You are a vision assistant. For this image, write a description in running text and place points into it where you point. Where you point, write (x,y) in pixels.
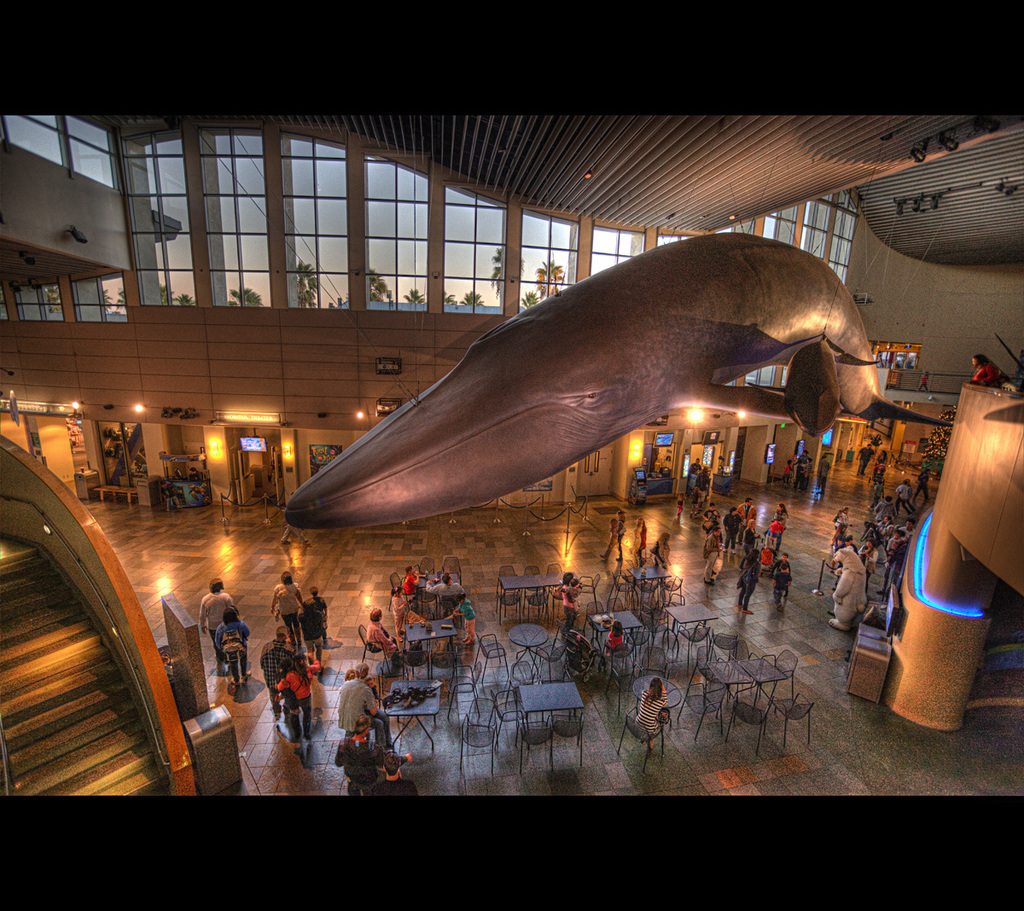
In this image, I can see the inside view of a building (293,762). There are groups of people (394,647), chairs (536,596), tables (752,678), lights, rope barriers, televisions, a statue of a whale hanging to a ceiling (789,180) and few other objects (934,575). On the right side of the image (880,639), I can see a table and few other objects (877,644). In the bottom left corner of the image (162,767), I can see a stairway (64,694) with handrail (160,756) and there are few objects (217,758) on the floor (245,770). In the background (179,301), I can see trees (372,296) and the sky (188,259) through the glass windows (328,223).
